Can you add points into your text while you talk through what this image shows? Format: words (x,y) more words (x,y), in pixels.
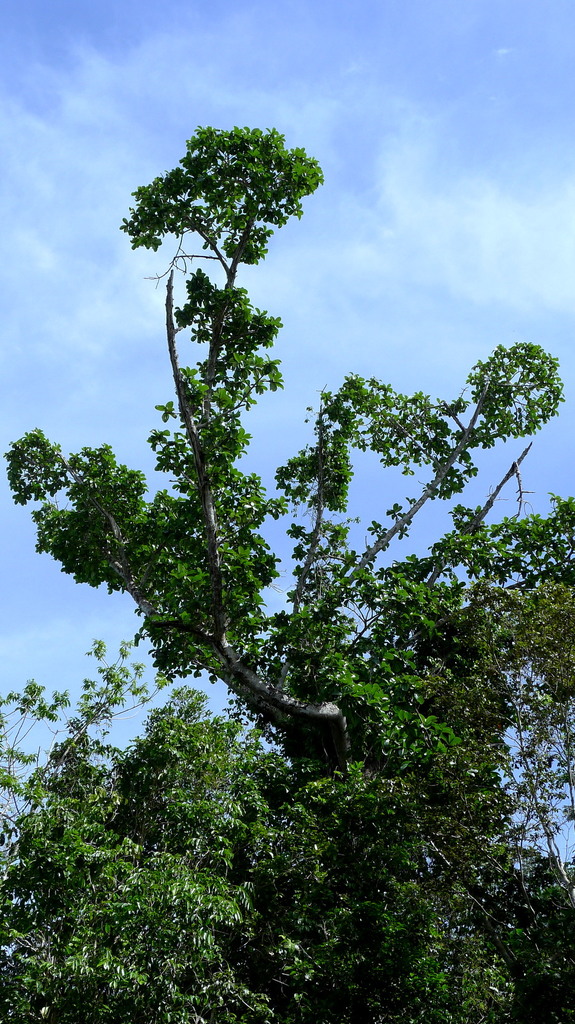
In this image we can see a tree (253,570). Behind the tree (333,546) we can see the clear sky (338,194).
